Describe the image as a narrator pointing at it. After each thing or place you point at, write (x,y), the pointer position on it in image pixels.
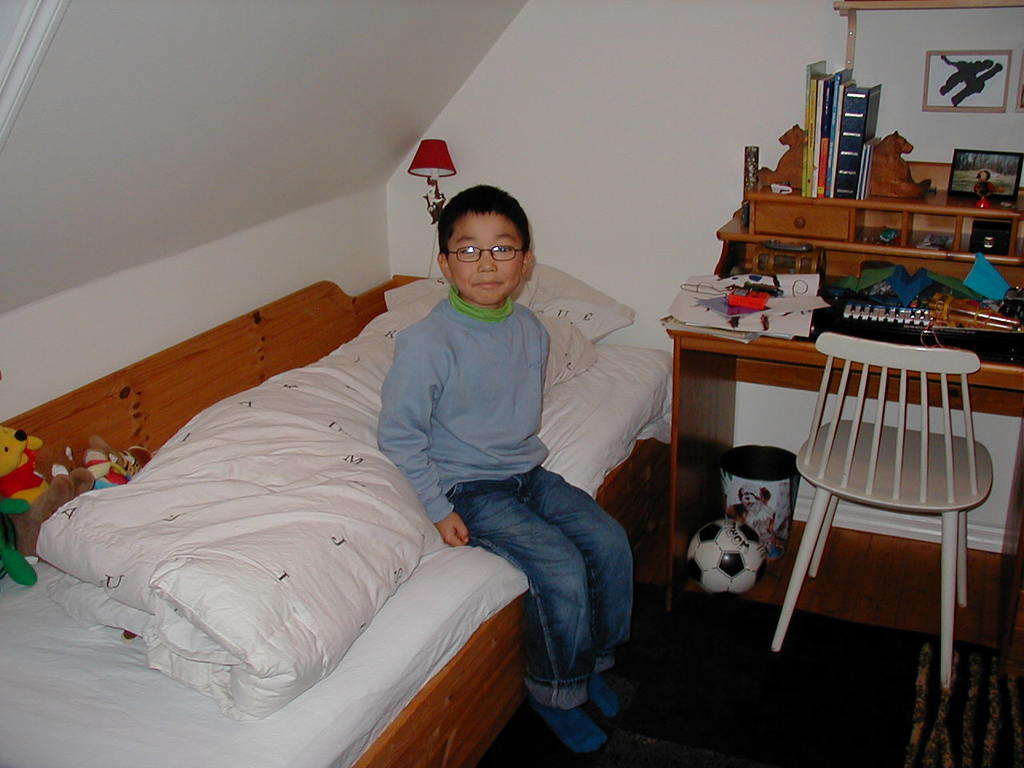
This picture is clicked in a room (291,184). The boy (516,391) in blue t-shirt (500,391) and blue pant (563,633) is sitting on bed (315,515). Beside him, we see a table (806,363) on which keyboard (845,317), papers (796,312), books (805,170) and photo frame (967,160) are placed. Under the table (767,350), we see dustbin (743,490) and ball (736,573). Behind him, we see a red lamp (431,153) and a white wall (184,289).
